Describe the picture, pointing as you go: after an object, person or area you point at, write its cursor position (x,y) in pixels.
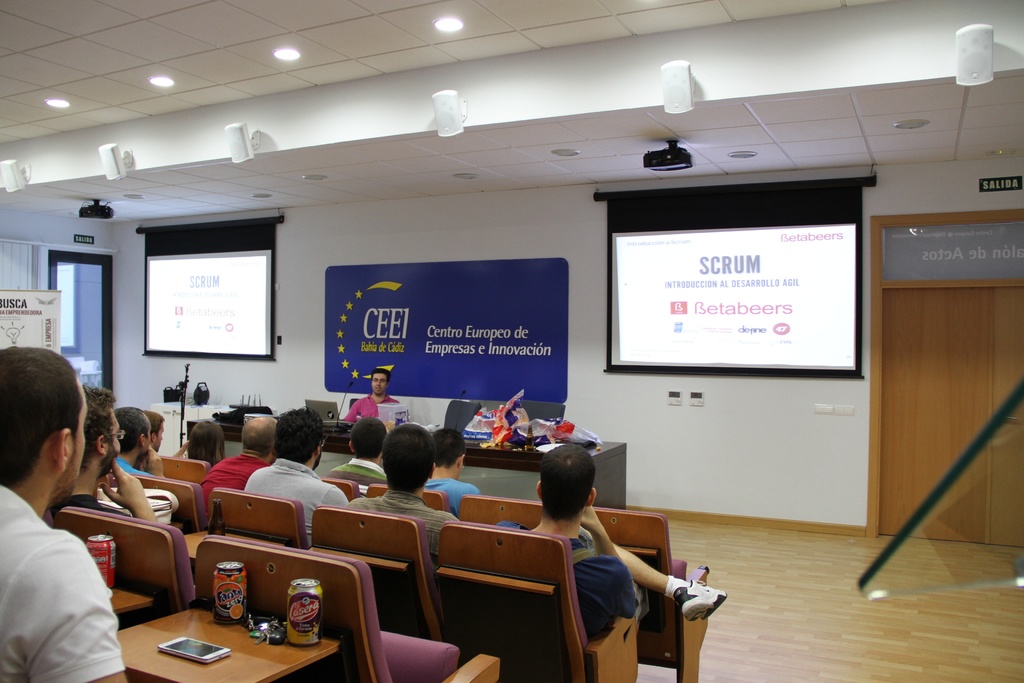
A room (126,364) where we can see a group of people (207,476) sitting on the chairs (200,469) and there are two projectors (97,197) and screens (683,265) in the room (39,142) and some speakers (243,147) in the room (845,121).
